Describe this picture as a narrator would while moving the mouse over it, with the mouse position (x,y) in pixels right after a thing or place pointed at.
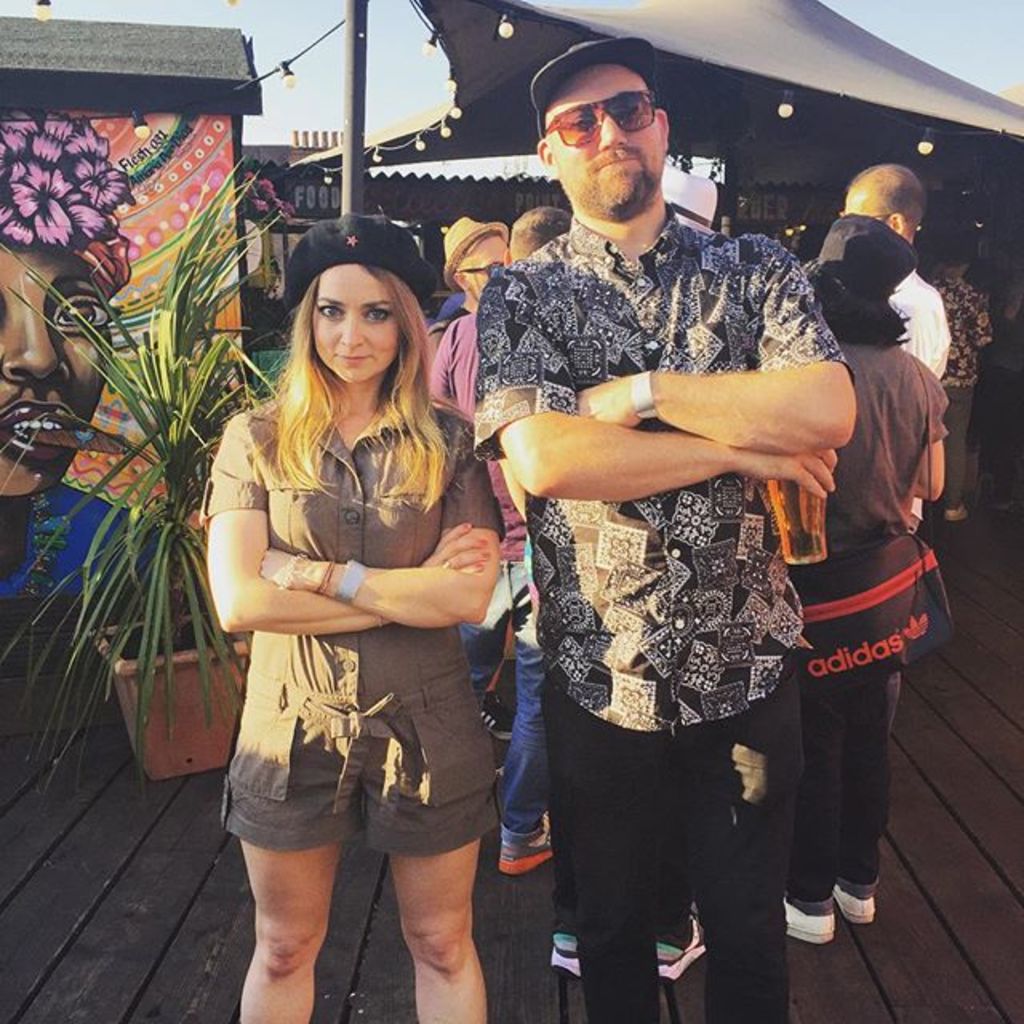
There is a group of persons (735,455) standing in the middle of this image (518,469) and there is a wall (50,485) and a plant (144,385) on the left side of this image (75,410). There is a tent (796,155) in the background (669,110).
